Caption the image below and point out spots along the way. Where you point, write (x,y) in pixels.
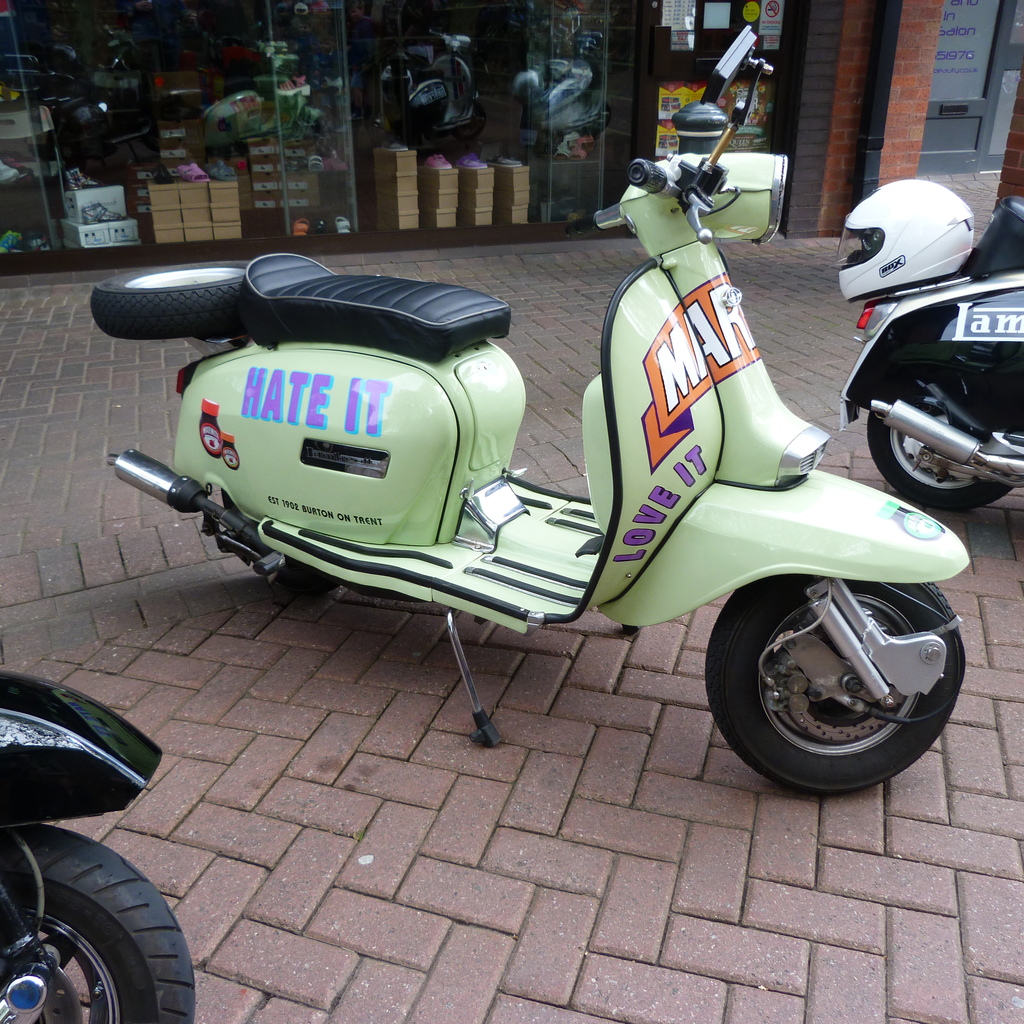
In this image we can see a few motorbikes (336,523) on the floor (348,712) and in the background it looks like a store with some objects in it.
